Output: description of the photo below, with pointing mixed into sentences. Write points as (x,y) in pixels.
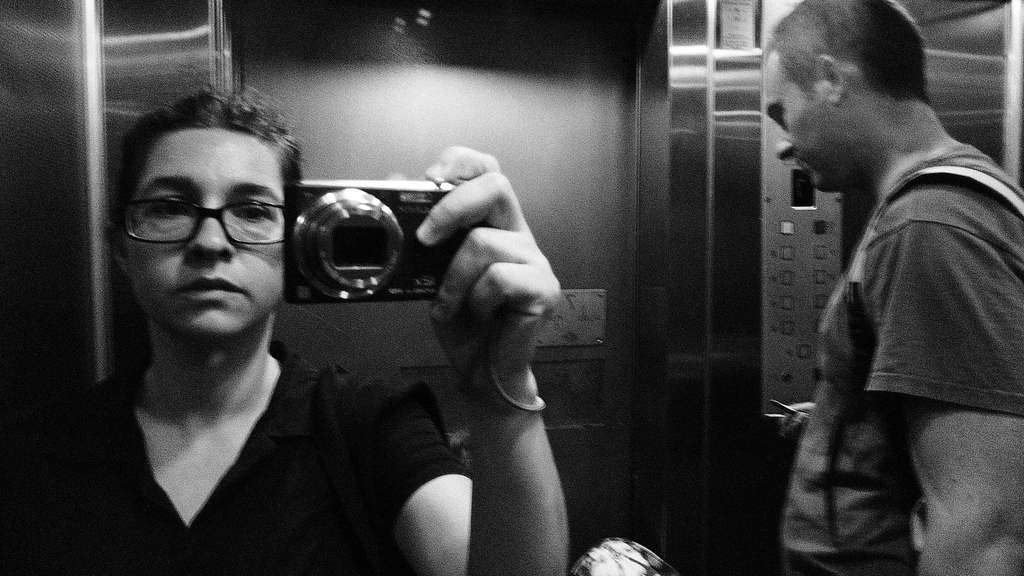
In this picture we can see a woman (524,226) who is holding a camera (311,190) with her hand (493,340). She has spectacles (246,205). Here we can see a man (805,550). On the background (752,315) there is a lift (634,230).
